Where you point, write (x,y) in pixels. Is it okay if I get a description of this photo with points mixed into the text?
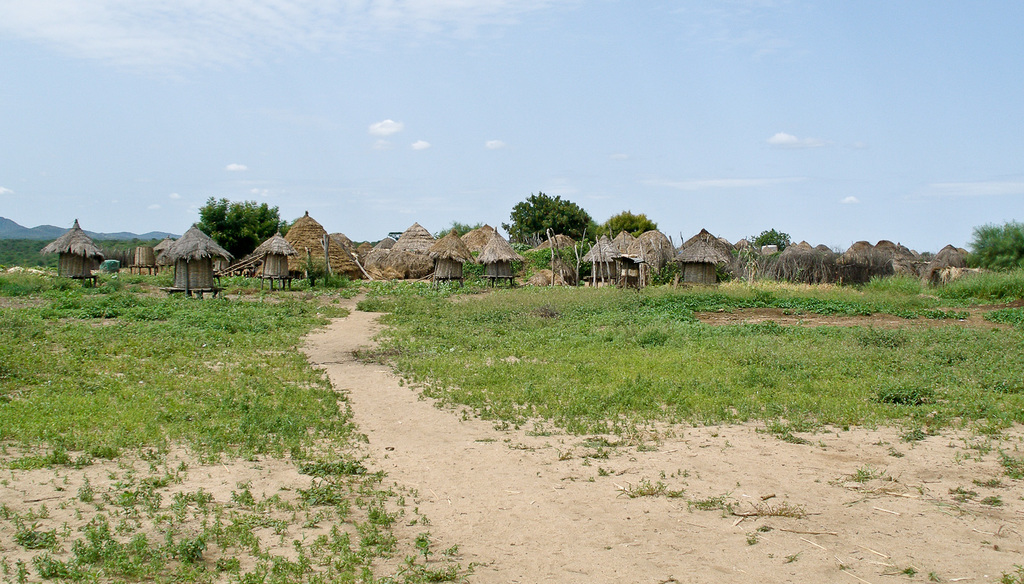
In this image, we can see some plants (545,346) on the ground (237,365). There are trees (519,206) and some huts (373,259) in the middle of the image (504,267). In the background of the image (428,115), there is a sky (301,106).
